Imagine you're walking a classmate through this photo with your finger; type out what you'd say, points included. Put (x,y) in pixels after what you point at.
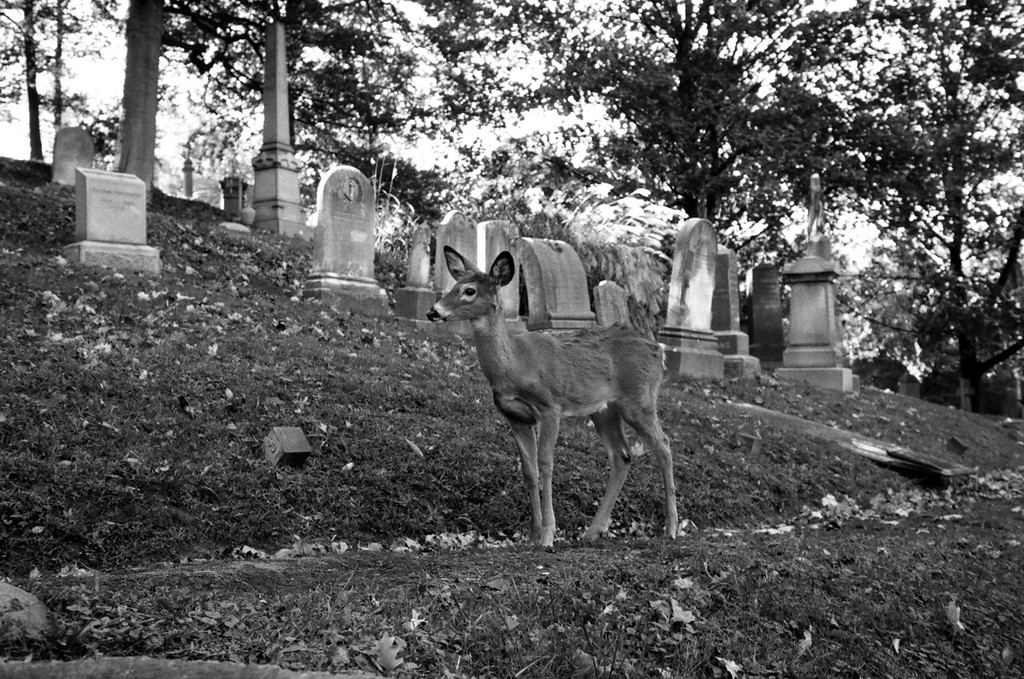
In this picture I can see there is a deer (545,465) standing here and there is grass (785,559) and dry leaves (792,529) on the floor (792,529) and there are grave stones (272,197) in the backdrop (281,207) and the sky (121,18) is clear. This is a black and white picture.
